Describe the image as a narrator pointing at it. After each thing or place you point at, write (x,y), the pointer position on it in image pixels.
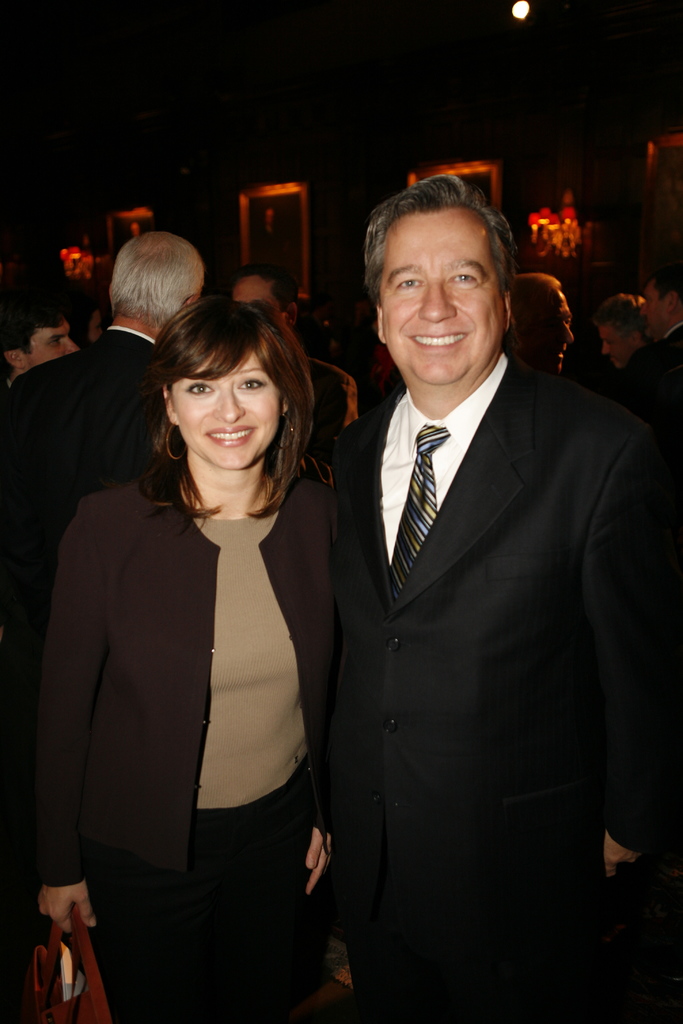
In this picture we can see some people (296,323) standing, two persons (347,691) in the front (267,719) are smiling, in the background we can see photo frames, there is a light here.
